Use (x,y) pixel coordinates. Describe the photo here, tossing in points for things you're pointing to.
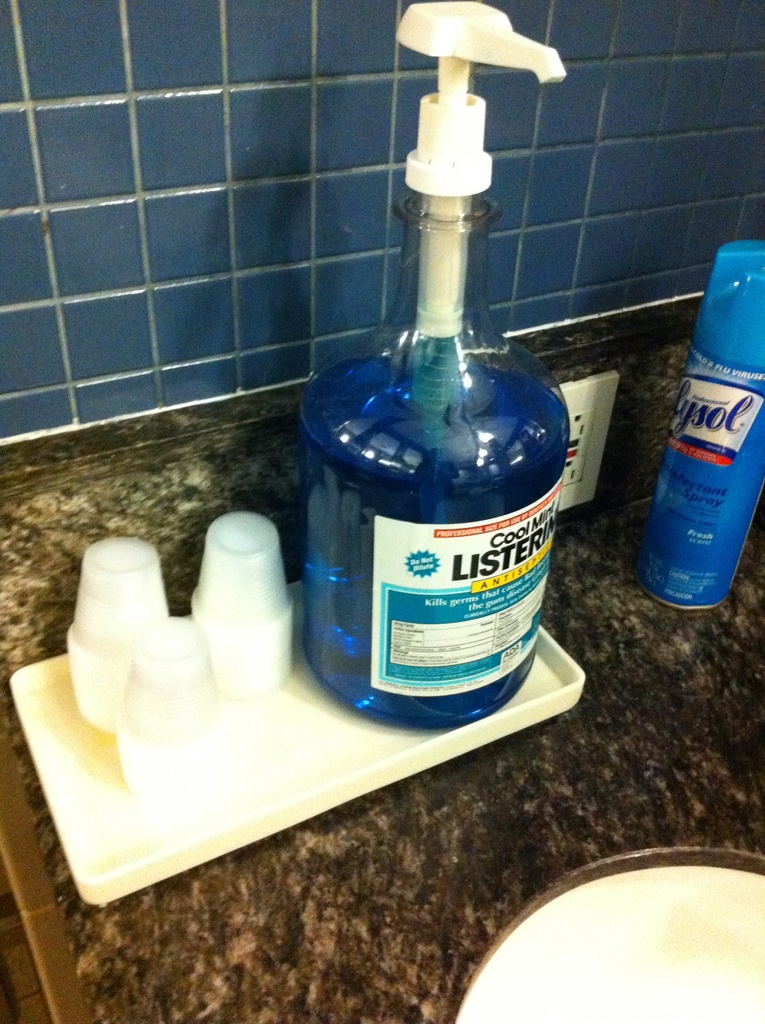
In this image there is a sink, on that sink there is a tray (510,727) in that tray (352,745) there are glasses (243,601) and bottle (444,386), in the background (375,260) there are tiles (716,74).
